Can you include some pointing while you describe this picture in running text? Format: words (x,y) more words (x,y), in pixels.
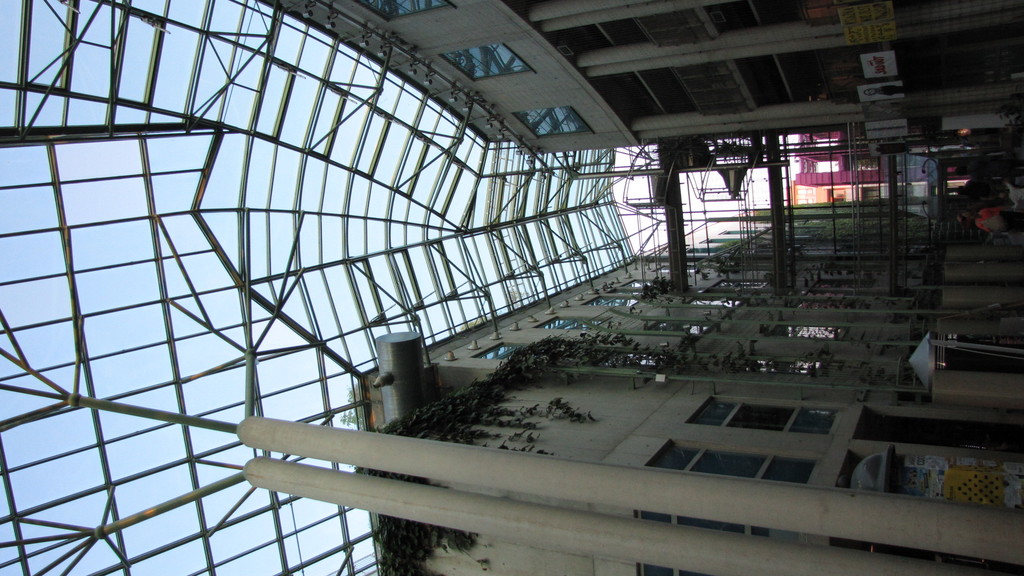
This image consists of a building (443,392). On the left (144,342), there are rods (71,293). On the right (722,377), we can see the terrace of the building (703,393). At the top (811,84), there is a roof (274,65).
